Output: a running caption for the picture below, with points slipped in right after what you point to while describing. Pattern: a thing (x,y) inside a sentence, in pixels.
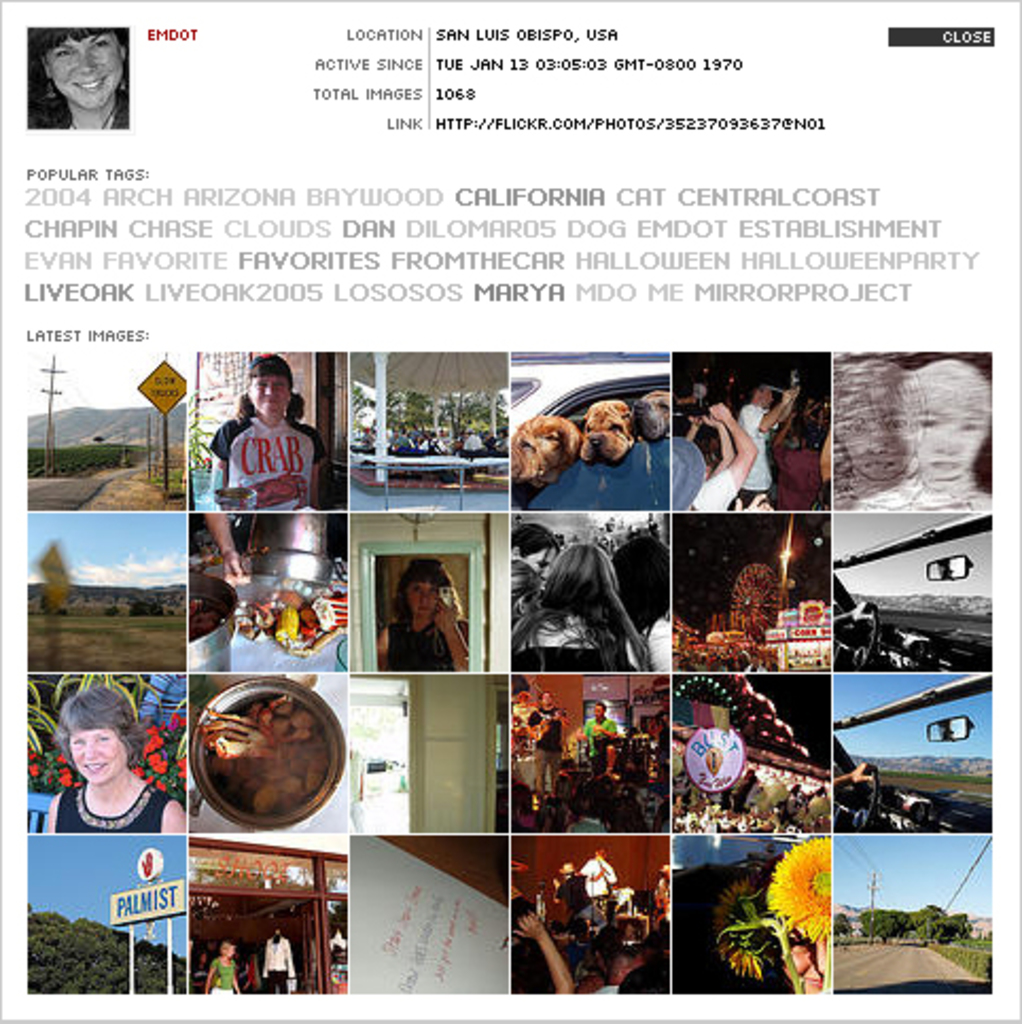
In this image there are types of images (553,485) and text (420,121).
